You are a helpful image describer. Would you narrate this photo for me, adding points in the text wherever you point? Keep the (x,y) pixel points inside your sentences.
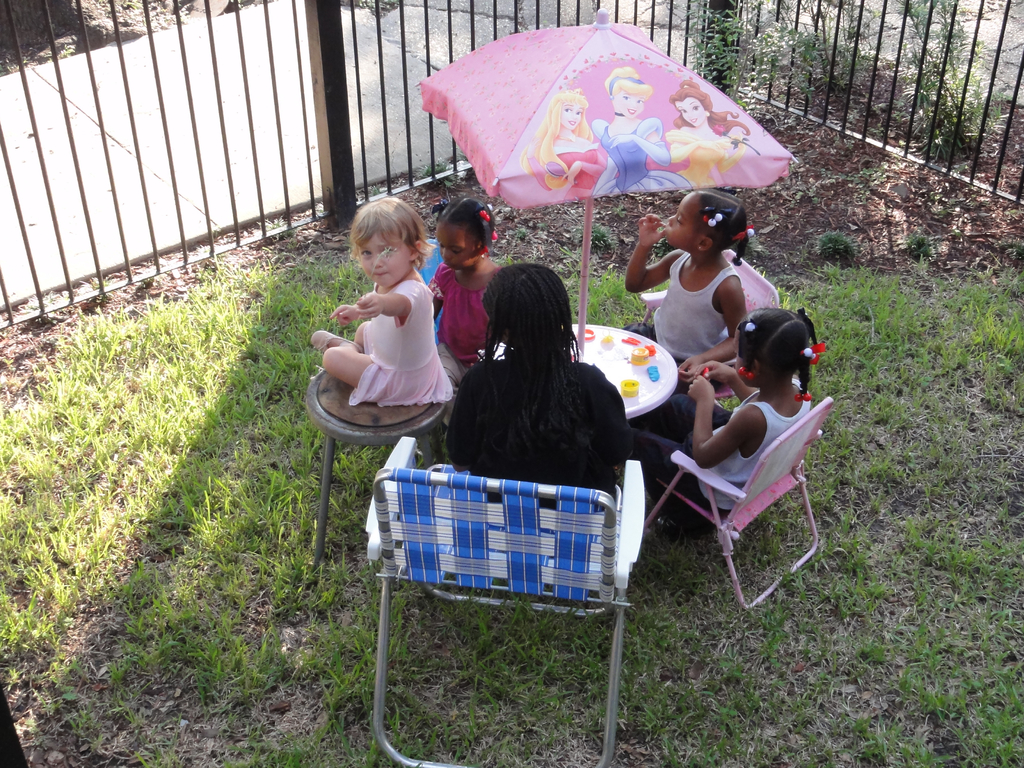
Here we can see a group of children (727,234) sitting on chairs (616,486) with table (636,397) in front of them and there is a umbrella (555,149) placed on the table (601,360) and in front of them we can see a railing (1005,138).
